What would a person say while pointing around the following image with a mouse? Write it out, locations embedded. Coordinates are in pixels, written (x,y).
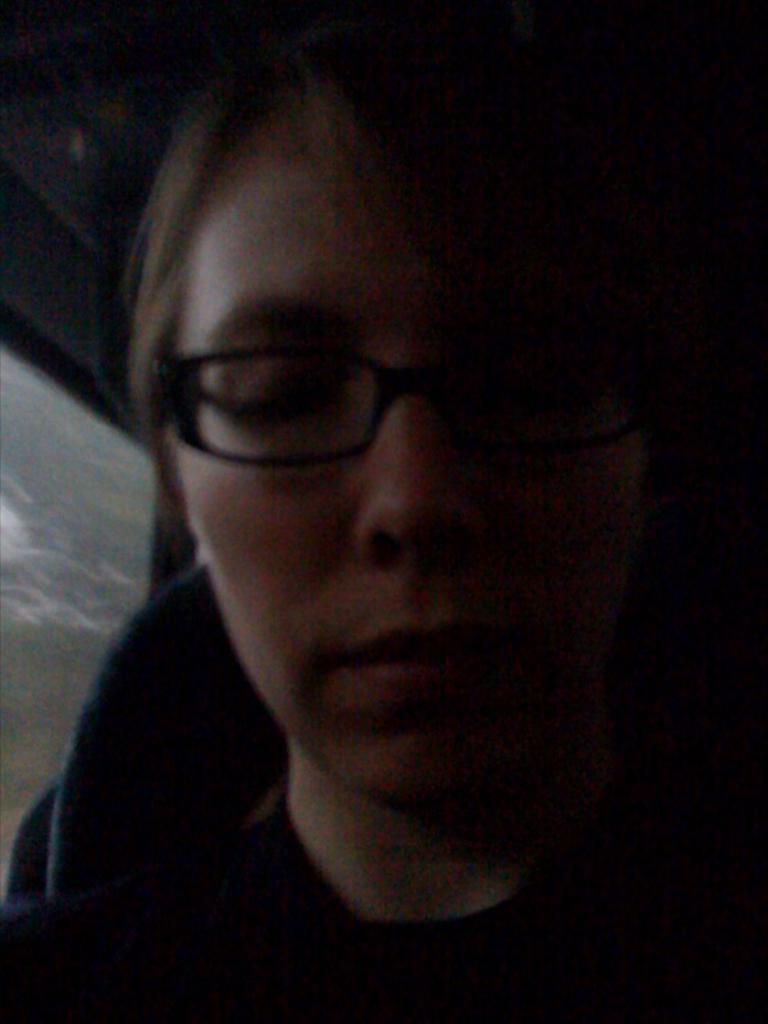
In this image, we can see a person (467,458) wearing glasses (331,354). On the left side of the image (104,694), we can see the seat (169,774) and glass object (78,584).
